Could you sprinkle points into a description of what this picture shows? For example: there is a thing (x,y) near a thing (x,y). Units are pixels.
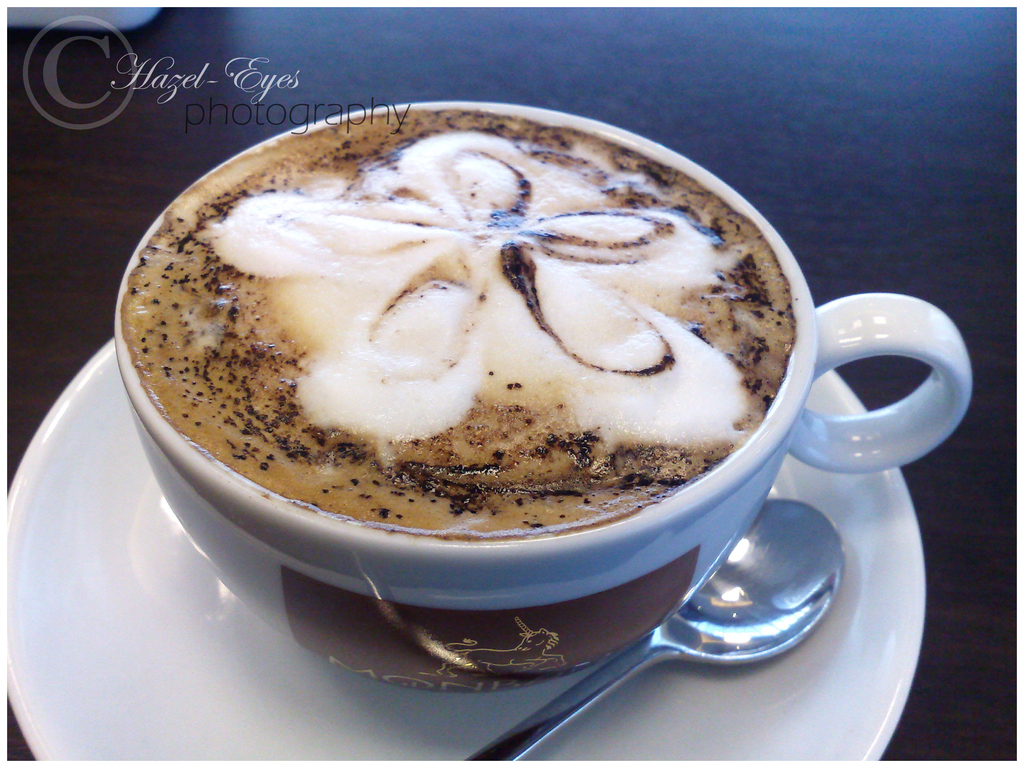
In the center of the image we can see a saucer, cup (521,566) and spoon (762,566). In the cup (484,574), we can see coffee (470,340). At the top left side of the image (45,82), there is a watermark (106,95) and one white color object (126,18). And we can see the dark background (784,126).
